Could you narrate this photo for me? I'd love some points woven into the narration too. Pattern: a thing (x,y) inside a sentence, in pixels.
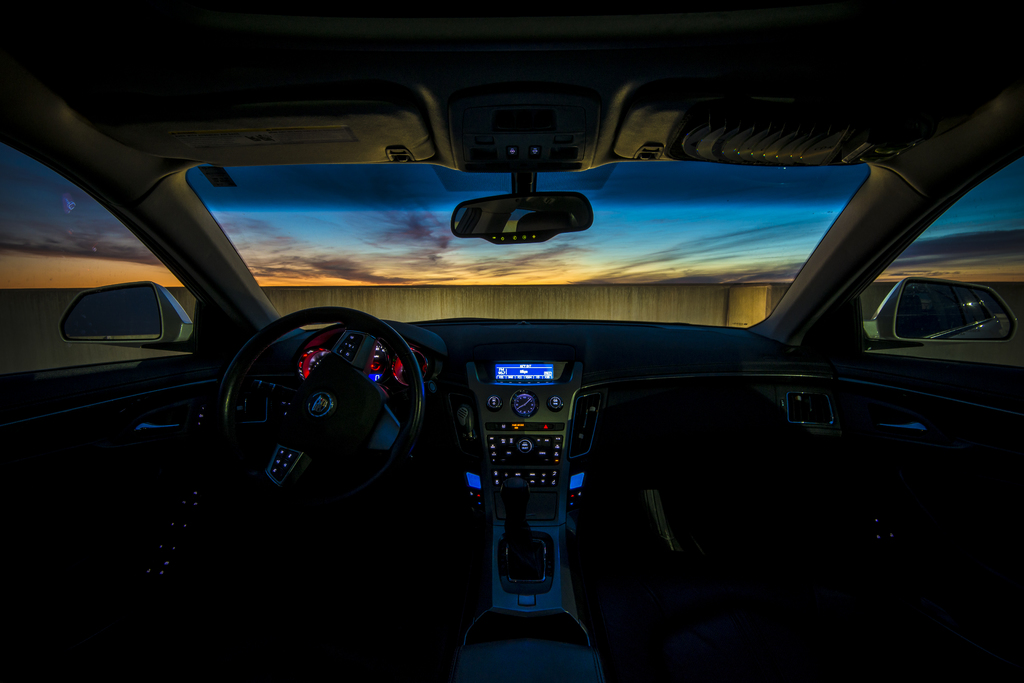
In this picture we can see inside of a vehicle (850,471), here we can see a steering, speedometers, mirrors (866,331), windscreen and some objects (688,447), from windscreen (384,190) we can see a wall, sky (560,244).
